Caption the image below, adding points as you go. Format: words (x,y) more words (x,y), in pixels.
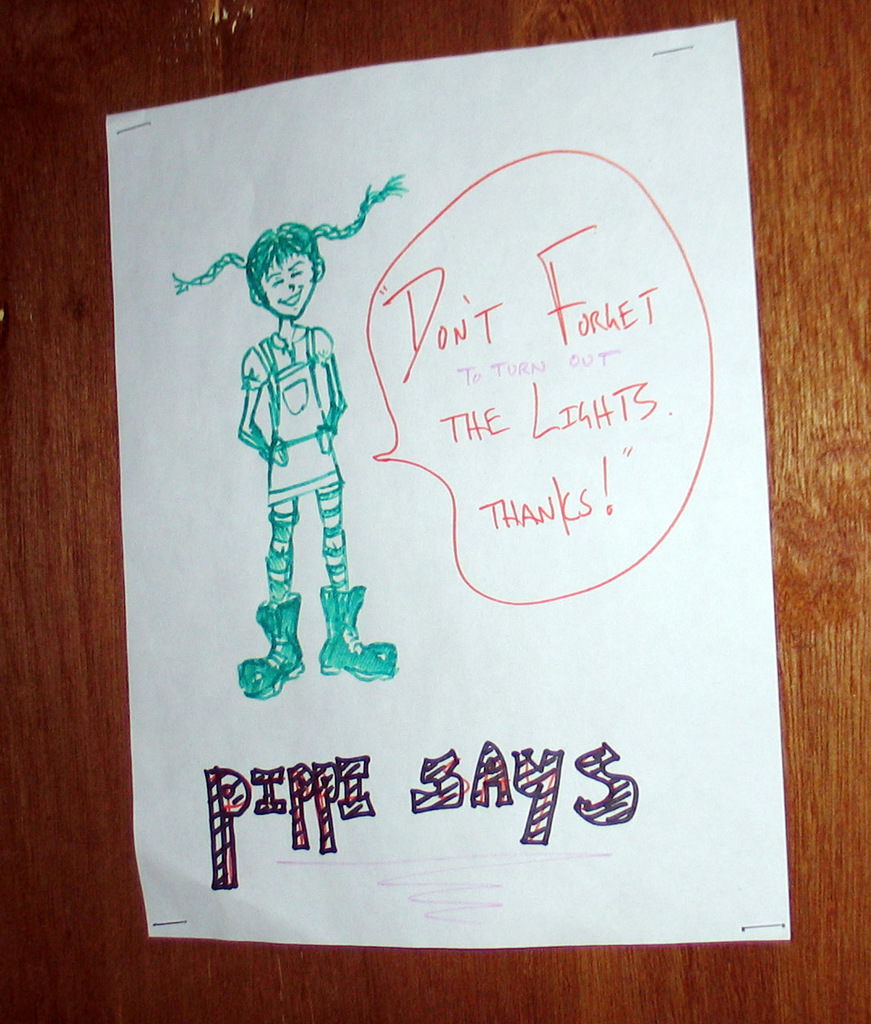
In this image we can see a paper (481,457). On the paper (491,575) there are pictures (335,649) and text (608,443). In the background of the image (825,219) there is a wooden surface (265,960).
